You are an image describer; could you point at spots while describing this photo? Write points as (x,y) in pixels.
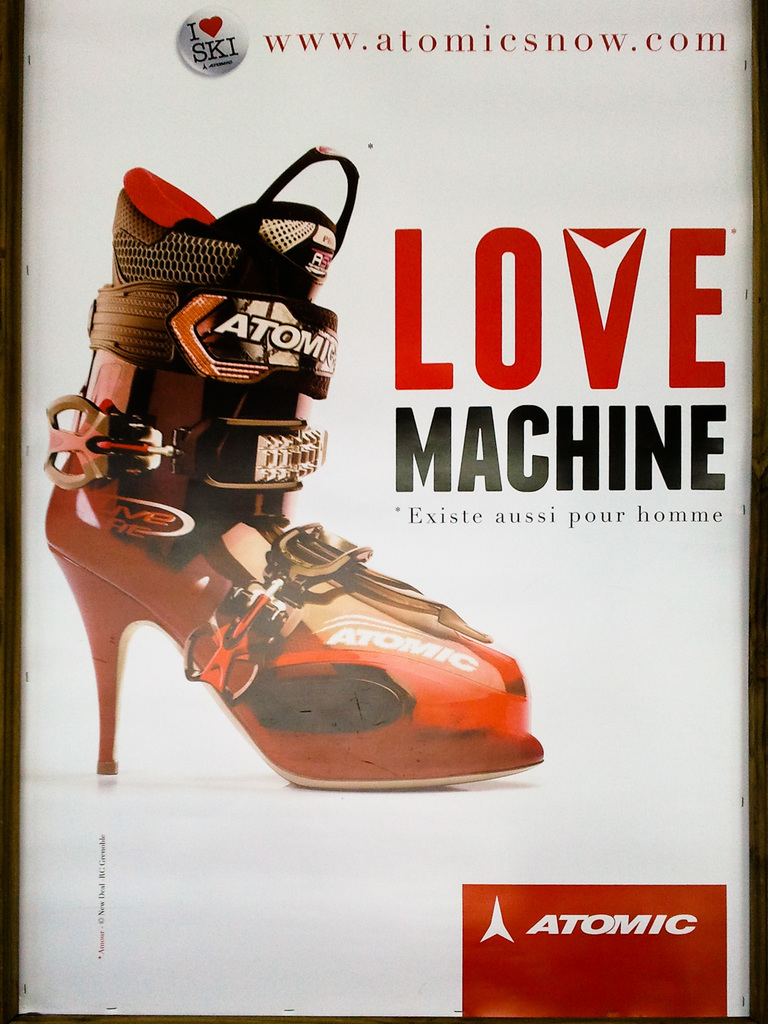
This picture contains a poster (229,490) of the ski boot (274,569). Beside that, we see some text (419,287) written on the poster (354,390). At the bottom of the picture (574,931), it is written as "Atomic". This poster (293,795) is in white color.
